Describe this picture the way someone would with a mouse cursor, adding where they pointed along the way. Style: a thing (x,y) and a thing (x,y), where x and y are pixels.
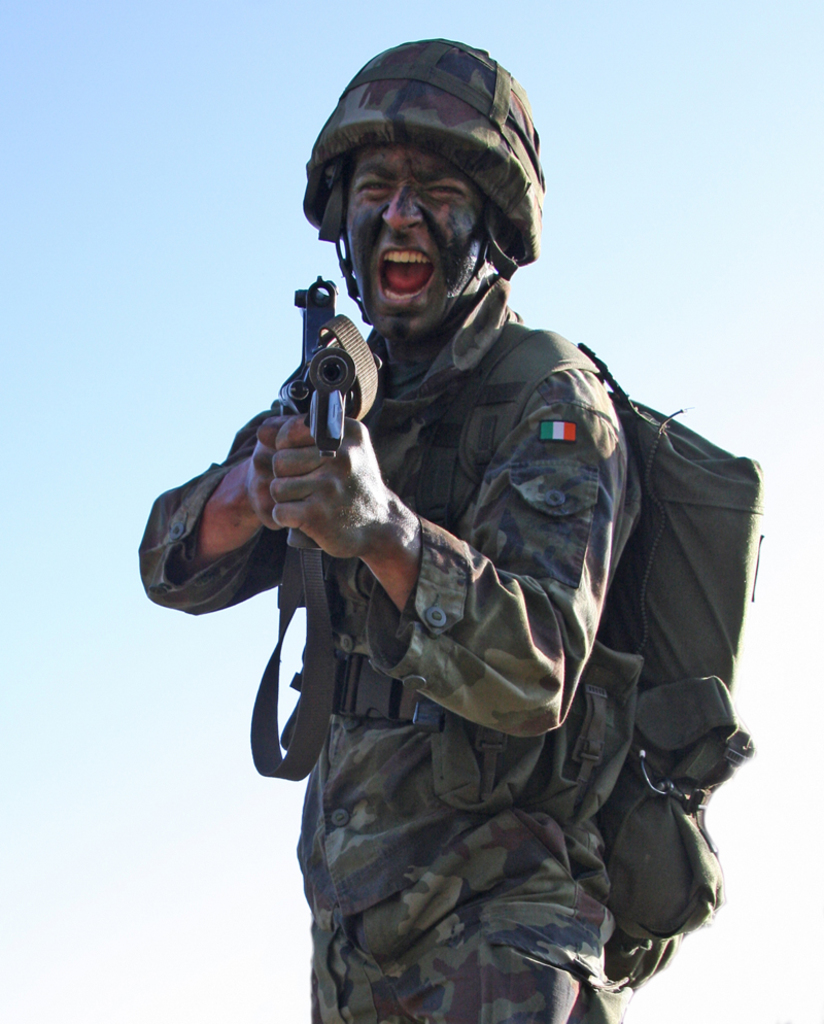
In the center of the image (457,483), we can see a person (420,258) wearing an uniform (446,558) of an army and we can see a badge (558,423) and he is wearing a bag (651,612) and a helmet (436,146) and holding a gun (328,406).
